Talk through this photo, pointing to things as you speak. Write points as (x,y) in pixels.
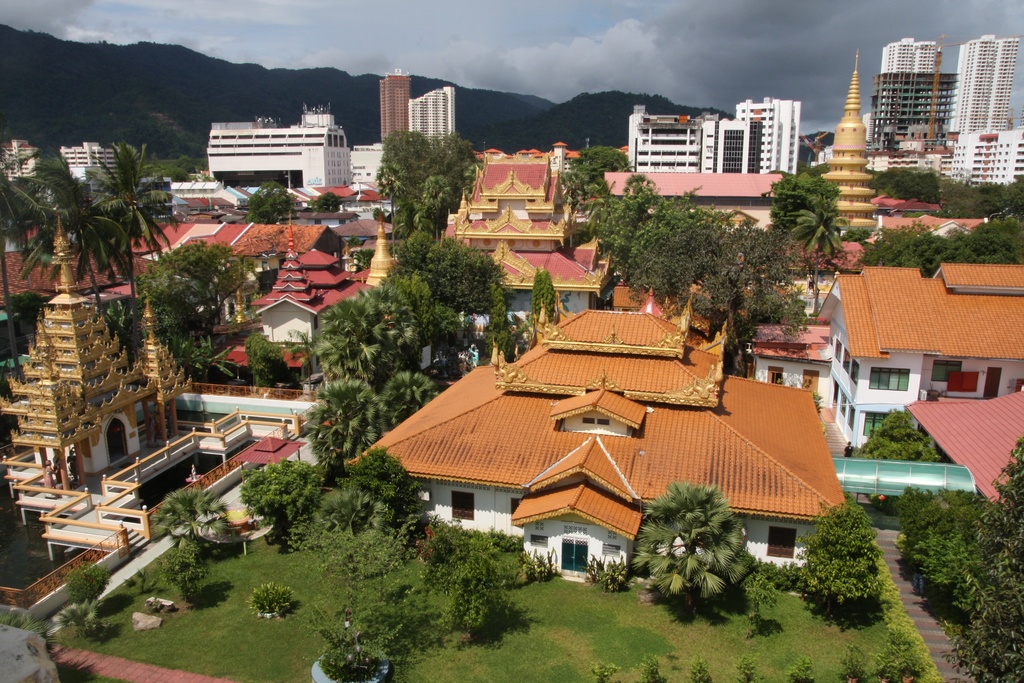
In this image, we can see so many houses (471,444), buildings (942,87), trees (356,497), plants (981,638), grass (652,625), windows (785,546), doors (569,559). Top of the image (322,96), we can see the mountains (548,106) and cloudy sky (538,49).
